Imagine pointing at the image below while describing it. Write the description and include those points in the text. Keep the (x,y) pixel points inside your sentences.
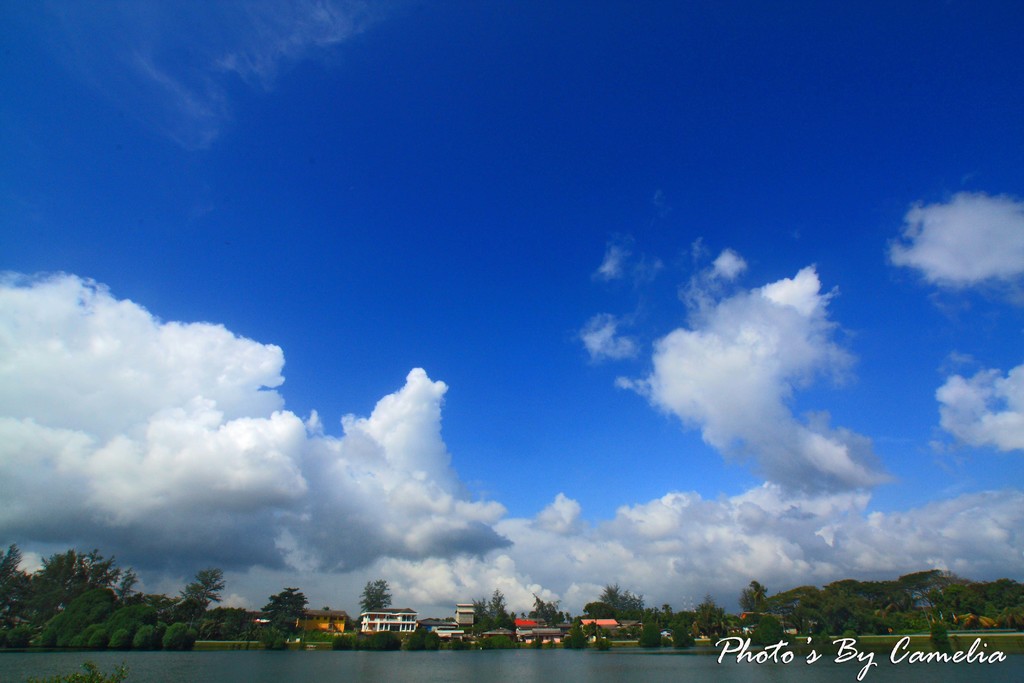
In this image, we can see some houses (470,604), trees (874,601), plants (766,617). We can see some water (717,672) and the ground (911,649). We can also see some grass (929,641) and the sky (508,381) with clouds (395,453). We can also see some text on the bottom right (837,653).
